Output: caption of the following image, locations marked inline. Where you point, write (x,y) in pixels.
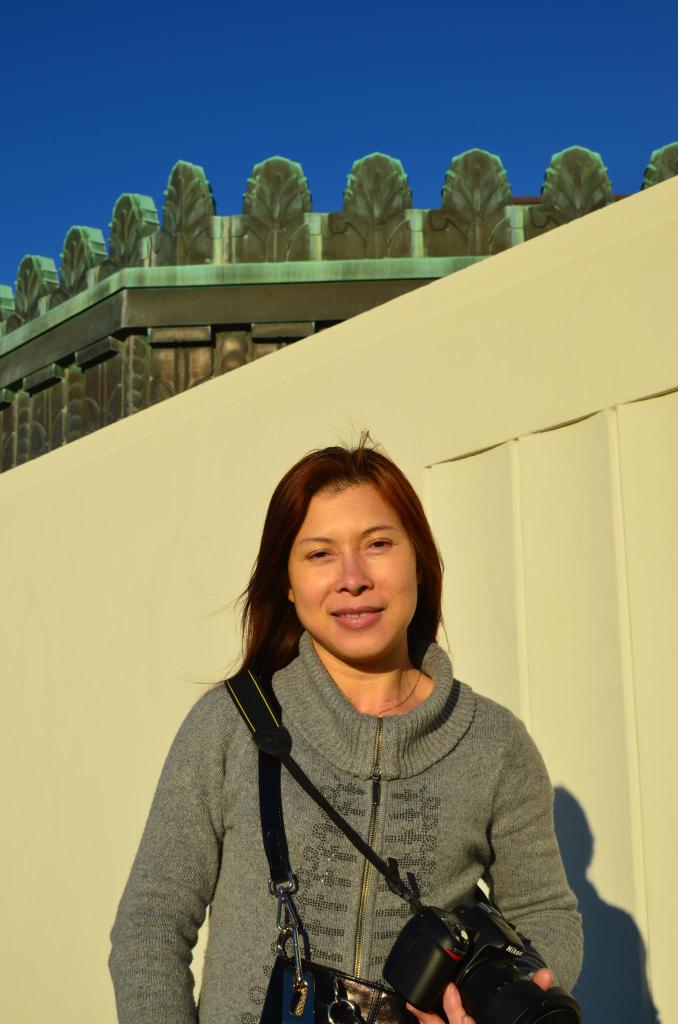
In this image I see a woman (205,733) who is smiling and she is holding a bag (358,1005) and a camera (506,986). In the background (32,794) I see the wall (32,794), a building (9,420) and the sky (393,7).
